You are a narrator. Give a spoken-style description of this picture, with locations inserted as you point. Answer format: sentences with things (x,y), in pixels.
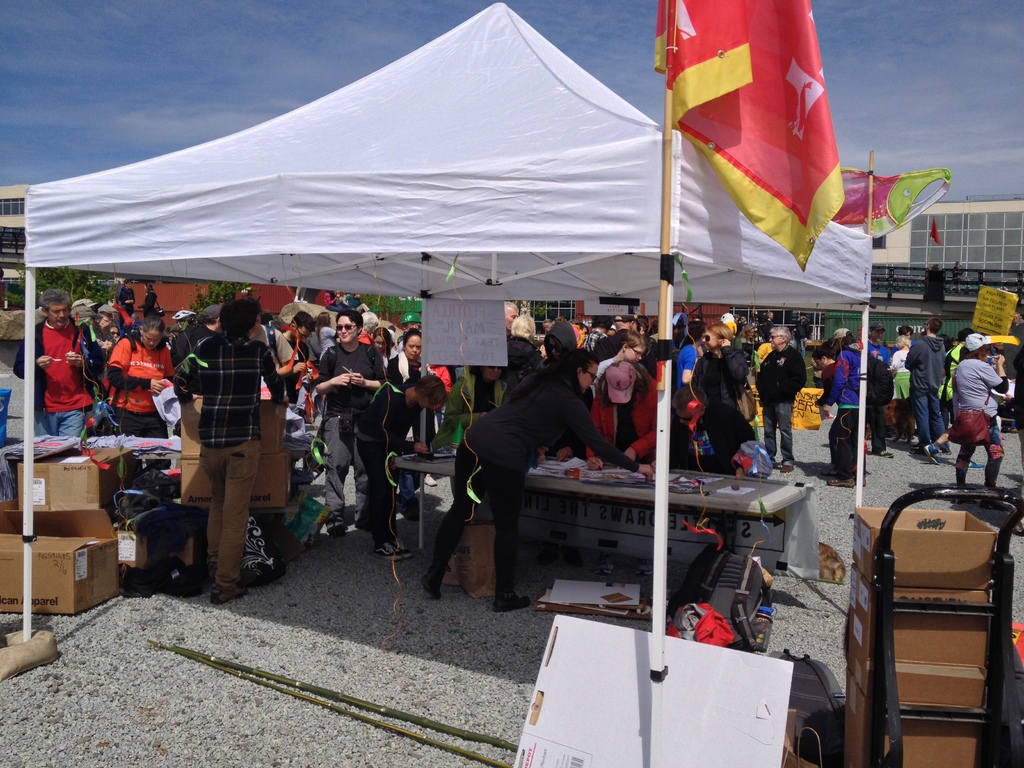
In the foreground of this picture (493,279), there is a white tent (499,268) under few persons (479,413) are standing near tables (614,489) and few boxes (100,542), sticks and boards (615,716) are left down on the ground (449,590). In the background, there are flags (769,197), buildings (906,264), sky (153,115) and the cloud (113,114).
